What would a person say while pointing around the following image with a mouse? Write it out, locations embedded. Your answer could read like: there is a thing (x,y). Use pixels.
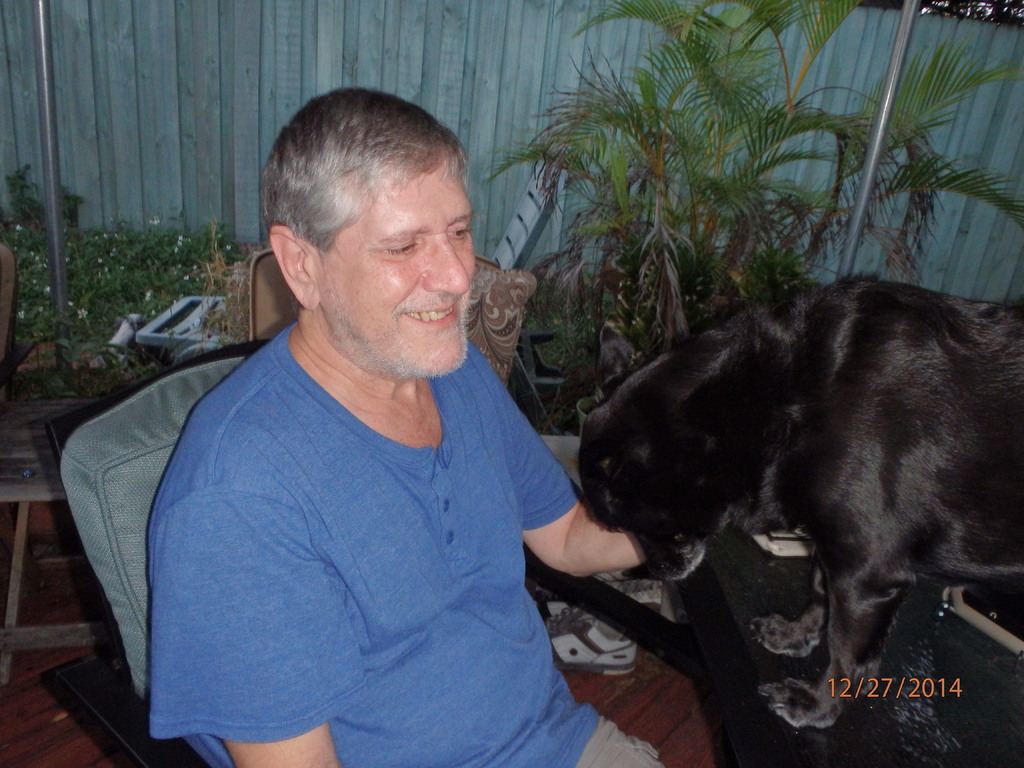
In this image I see a man (434,138) who is sitting on chair (78,449) and he is smiling, I can also see there is a dog (602,440) over here. In the background (818,157) I see the plants (793,262).
